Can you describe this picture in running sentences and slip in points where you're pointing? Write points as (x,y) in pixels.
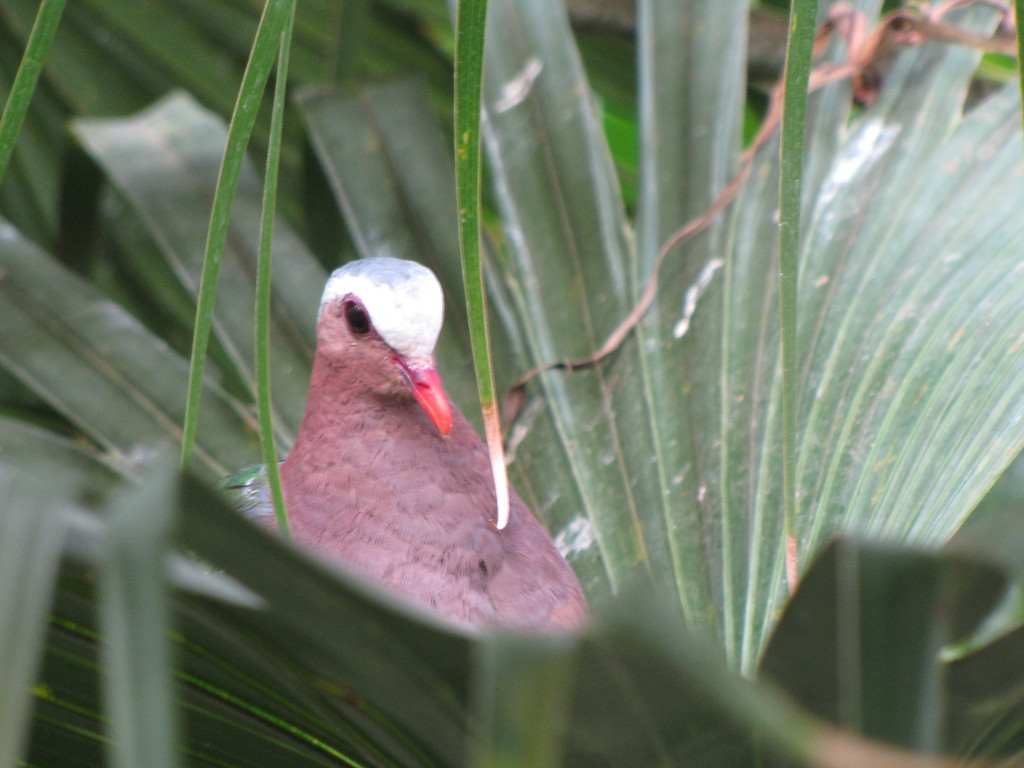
In this picture I can see there is a pigeon (439,408) and there are leaves (488,429) around it and the backdrop (168,13) is blurred.
